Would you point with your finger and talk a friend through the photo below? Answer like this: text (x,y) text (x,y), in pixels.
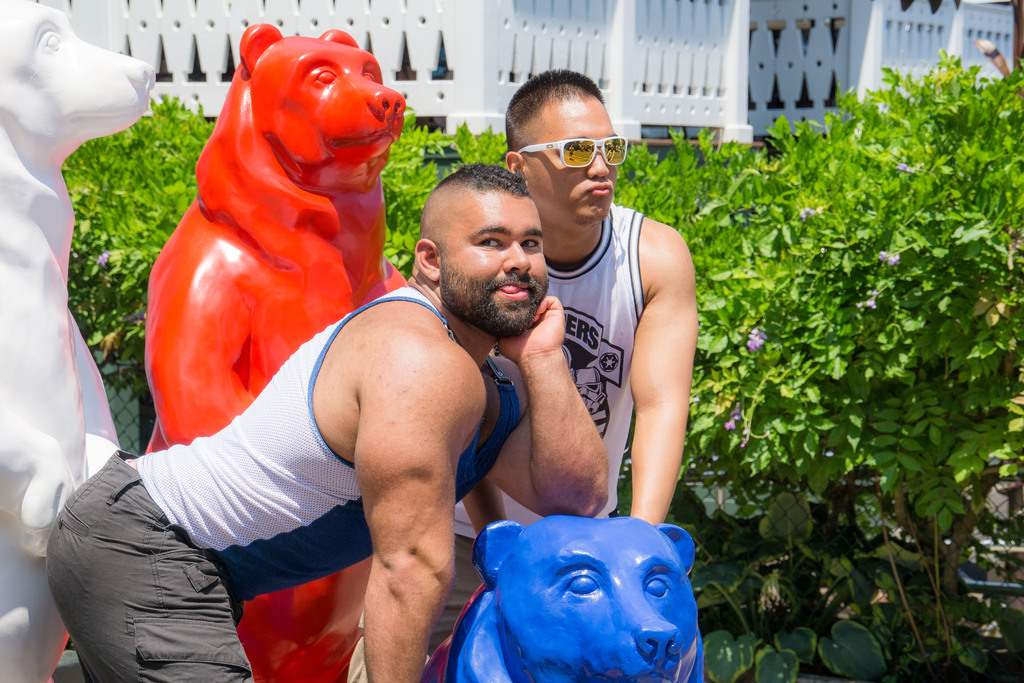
In this image these two persons (429,437) standing in middle of this image (409,439) and there are some sculptures of bears (289,300) at left side of this image (287,629) and there are some trees (966,391) in the background (783,341) and there are some buildings (727,44) at top of this image (626,70).
